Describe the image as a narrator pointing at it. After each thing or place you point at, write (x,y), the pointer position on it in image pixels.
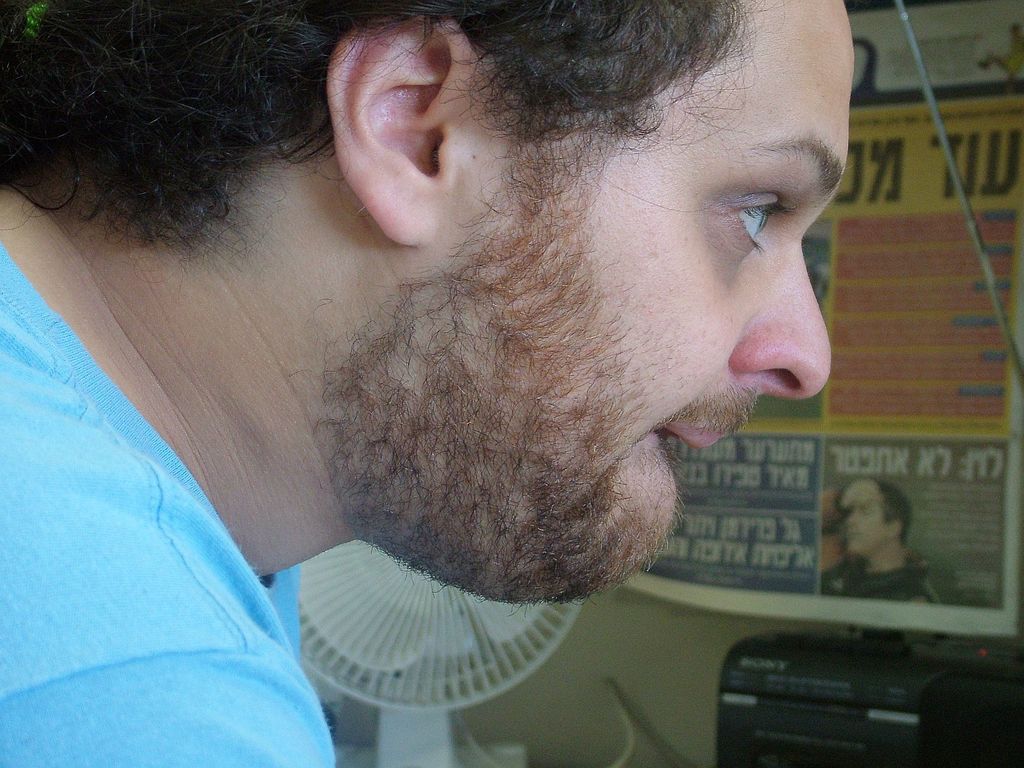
In this picture we can see a person (144,455). We can see a table fan (419,613), other objects (735,556) and a wall (547,681) in the background (887,171).
